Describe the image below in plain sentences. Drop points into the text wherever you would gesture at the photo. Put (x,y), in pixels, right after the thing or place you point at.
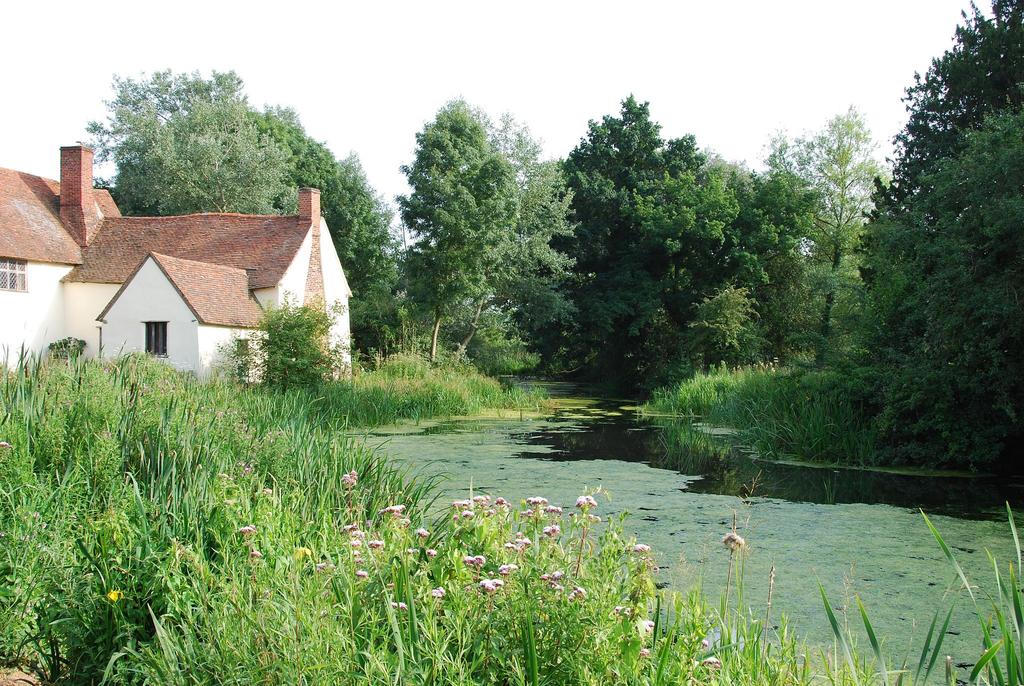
We see grass (297,570) and the plants (252,545) at the bottom (303,549). These plants (388,576) have flowers (355,532) which are in white and pink color. In the middle (661,448), we see water (650,438) in the pond (693,529). On the left side (126,240), we see a building (96,304) in white color with a brown color roof (143,254). There are trees (549,267) in the background (681,257). At the top (581,114), we see the sky (393,38).
